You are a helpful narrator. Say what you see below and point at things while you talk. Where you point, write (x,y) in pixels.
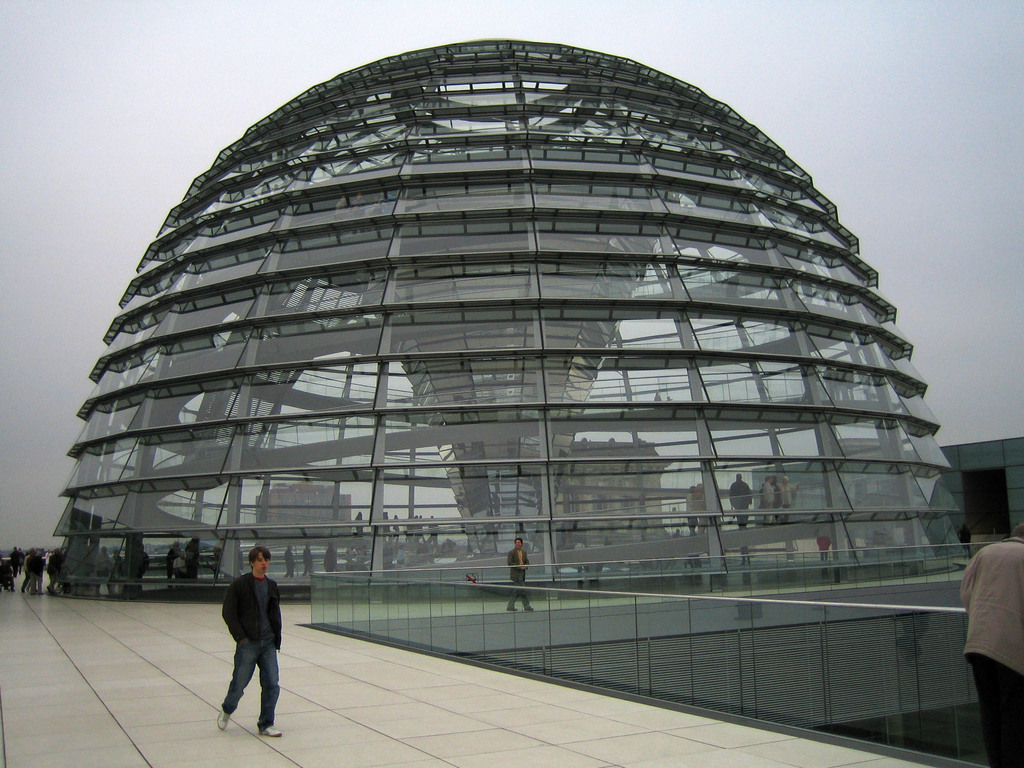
On the right side of the image (992,659) there is a person (996,616) holding the railing (799,630). There are people (259,598) walking on the floor (304,713). In the background of the image (434,477) there are buildings (689,422) and sky (851,137).
